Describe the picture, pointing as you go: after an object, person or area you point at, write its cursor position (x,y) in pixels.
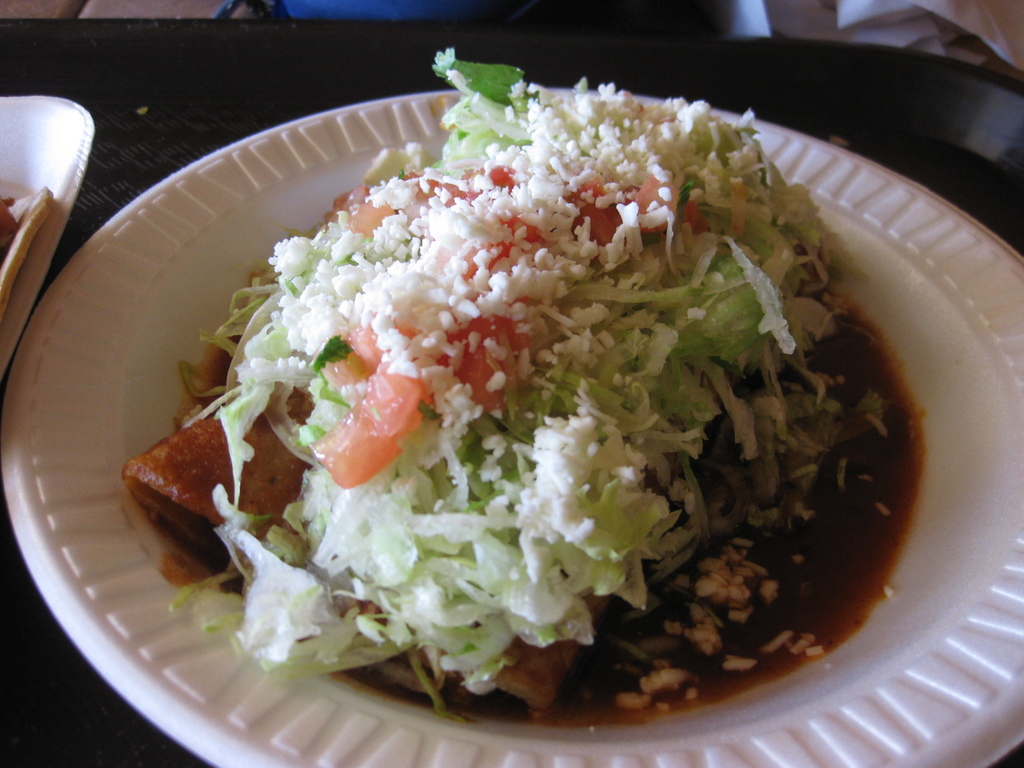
In this image we can see two plates (72,464) containing food (694,398) are placed on the table (318,70).
